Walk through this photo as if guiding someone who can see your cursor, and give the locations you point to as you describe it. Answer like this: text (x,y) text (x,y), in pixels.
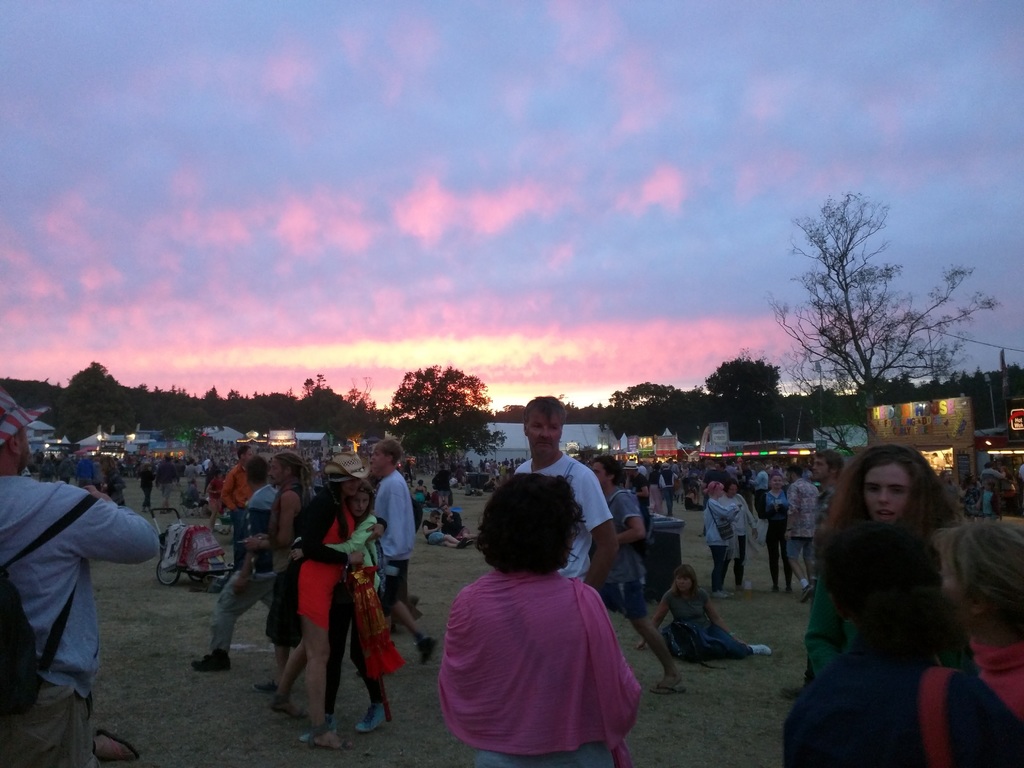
In this image we can see a group of persons (570,725) are standing on the ground (741,750), and some are sitting, here are the trees (757,389), here is the light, at above here is the sky (551,242).
